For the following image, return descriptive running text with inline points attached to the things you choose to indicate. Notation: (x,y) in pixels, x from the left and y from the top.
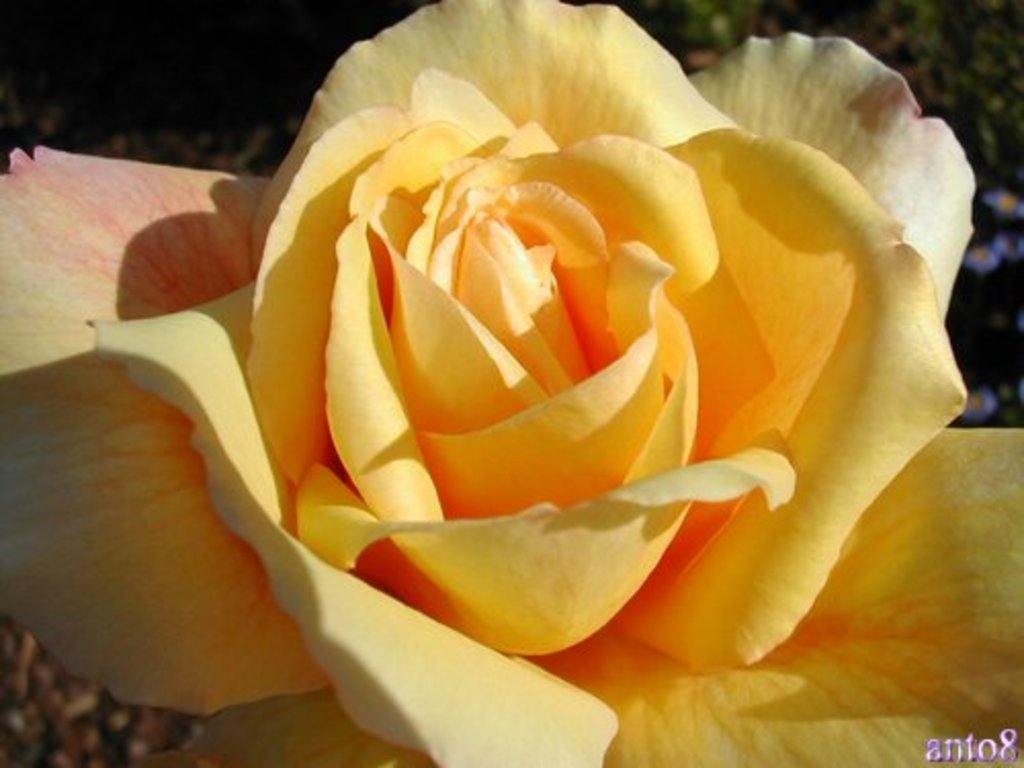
In this image we can see a flower (534,332) which is in yellow color.
